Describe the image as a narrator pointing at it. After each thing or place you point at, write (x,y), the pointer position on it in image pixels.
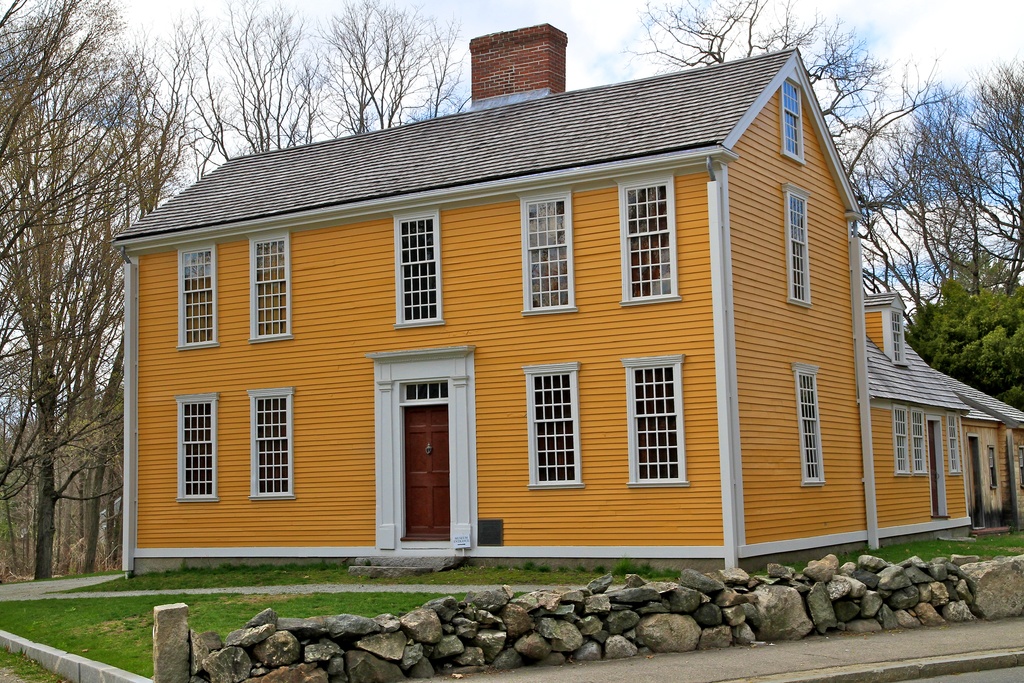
In this image there is a house (688,465). There is a door (414,467). There are glass windows (897,445). There are rocks (749,634). At the bottom of the image (224,610) there is grass (69,646) on the surface (120,611). In the background of the image (101,265) there are trees (56,528). At the top of the image (639,45) there are clouds (969,34) in the sky (893,49).
